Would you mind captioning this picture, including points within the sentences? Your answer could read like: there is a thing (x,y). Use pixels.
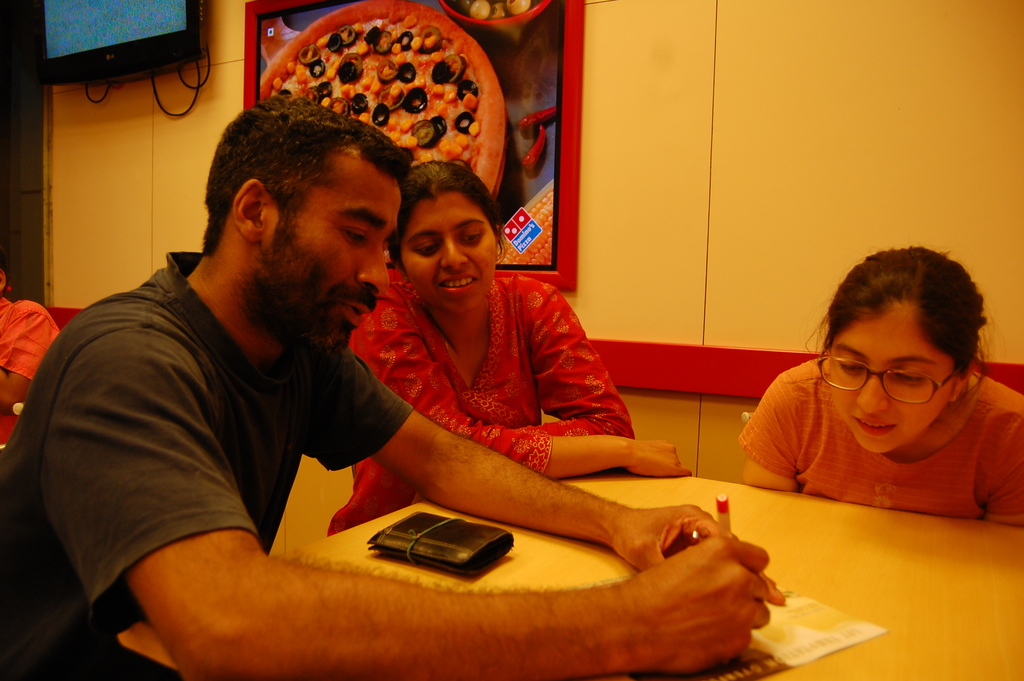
This picture shows two women (945,457) and a man (36,561) seated and a paper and a purse (498,536) on the table (547,561) and we see a poster (529,267) on the wall (217,97) and a television (130,74).
